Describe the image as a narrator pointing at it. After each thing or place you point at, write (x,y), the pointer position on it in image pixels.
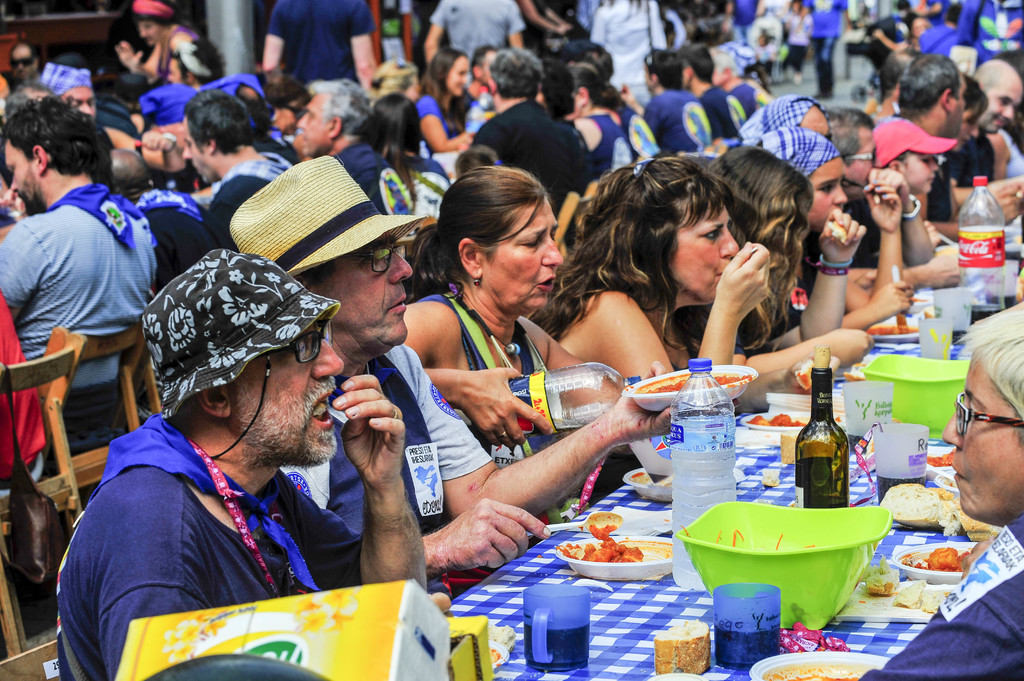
In this picture we can see a group of people (986,572) where some are standing and some are sitting on chairs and in front of them on tables (938,449) we can see bottles (822,447), glasses (942,346), bowls (822,547), plates (629,565) with food items (762,472), cups (566,616).
